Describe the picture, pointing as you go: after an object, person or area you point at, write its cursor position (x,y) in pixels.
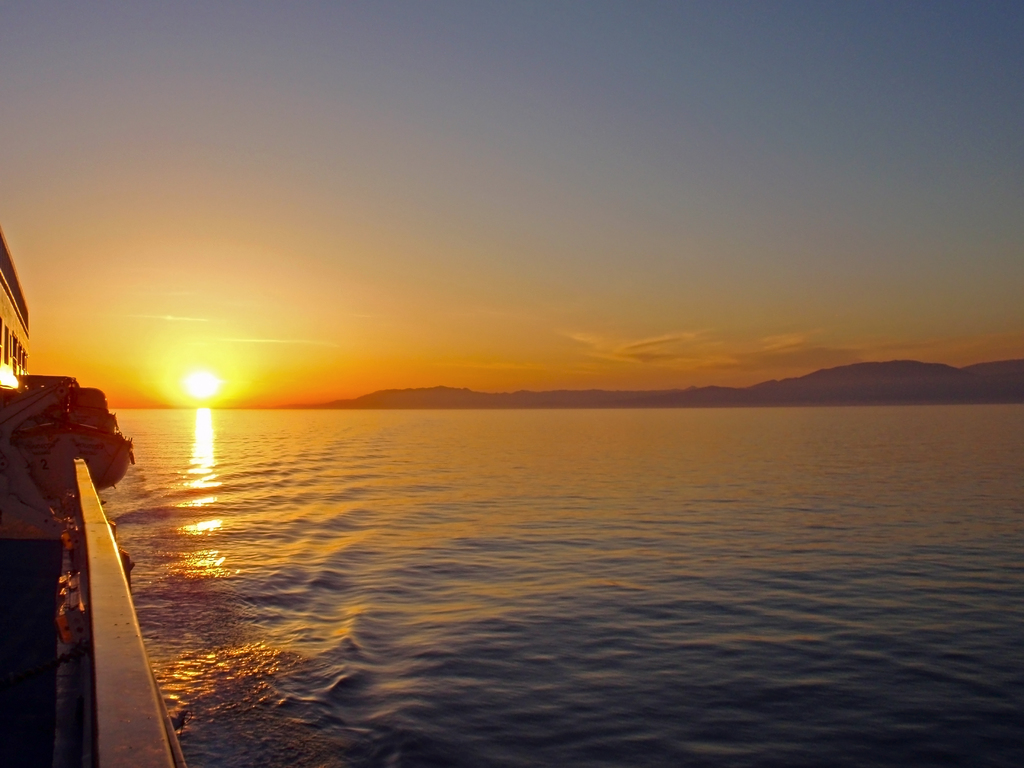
In this image I can see on the left side (79,460) it looks like a boat (76,609). In the middle (455,493) it is the river (353,605), there is the sun (214,374) in the sky (268,383).
